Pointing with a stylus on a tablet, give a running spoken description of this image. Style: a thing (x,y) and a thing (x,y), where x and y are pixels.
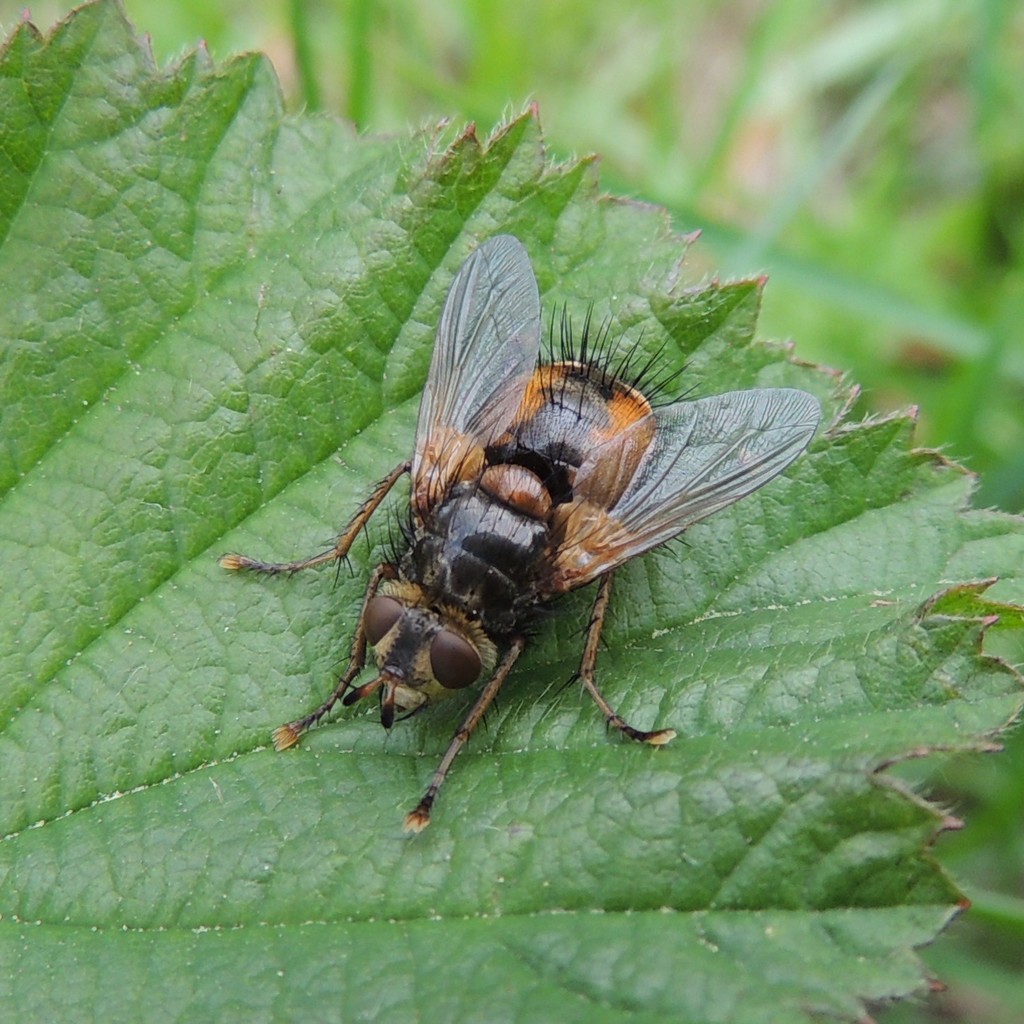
In this image we can see an insect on the leaf (205,502) and the background (759,157) is blurred.
